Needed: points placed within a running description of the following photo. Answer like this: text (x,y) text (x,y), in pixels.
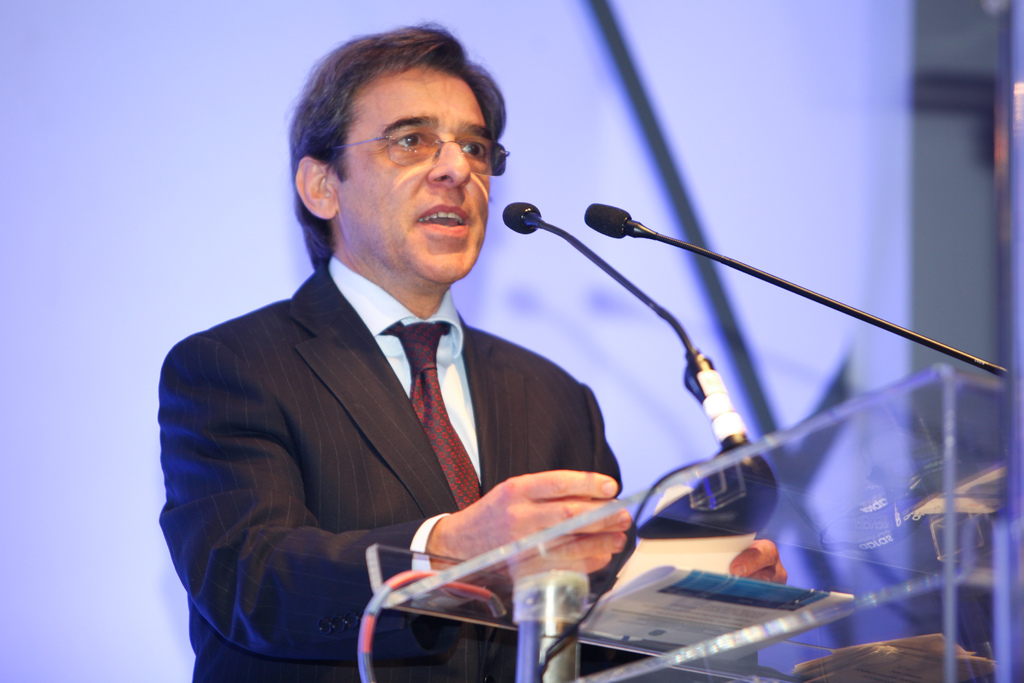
In this picture we can see a man (393,159) wearing spectacles (500,153), blazer (368,360), white shirt (448,383) and a tie (461,481), standing near to a podium (706,486). On the podium (844,508) we can see mics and paper (715,591).
